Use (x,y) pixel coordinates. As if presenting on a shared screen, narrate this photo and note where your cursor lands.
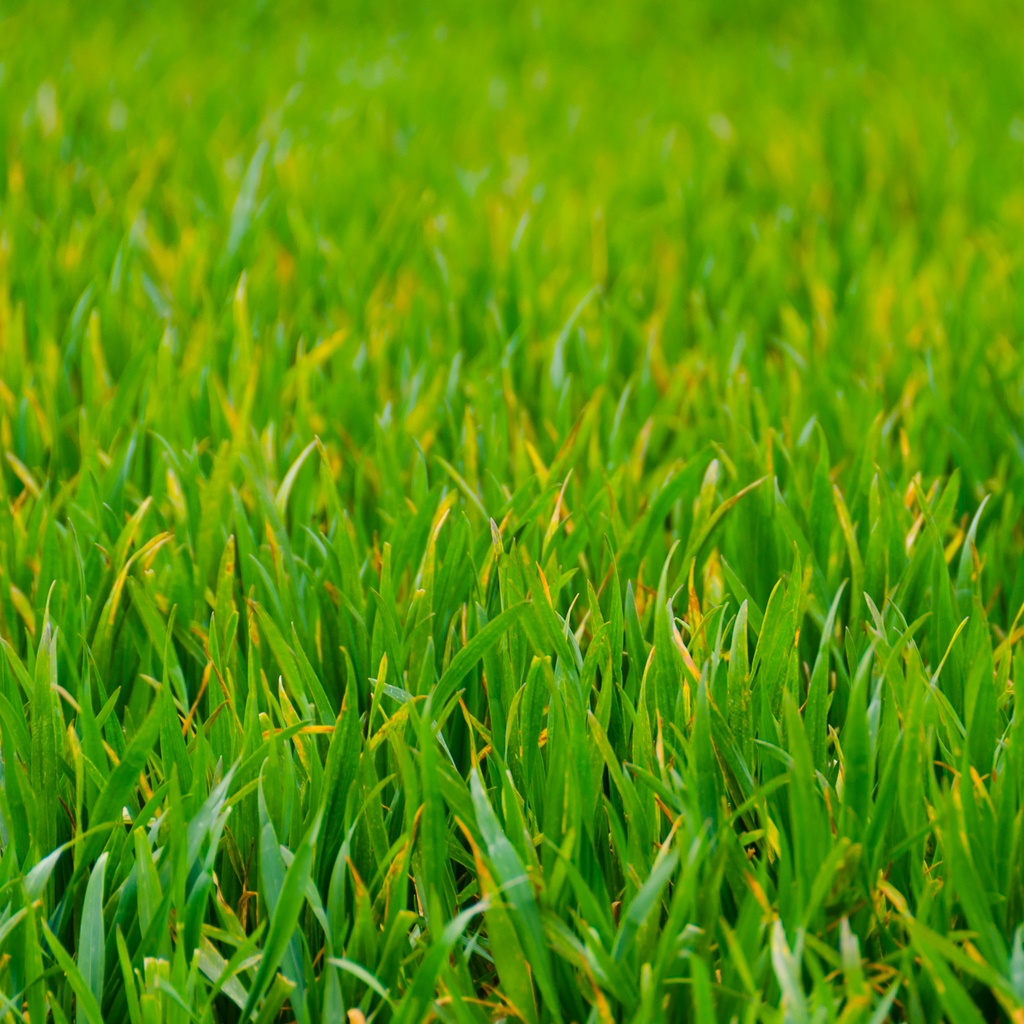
In the foreground of this image (337,780), there is grass (482,583).
